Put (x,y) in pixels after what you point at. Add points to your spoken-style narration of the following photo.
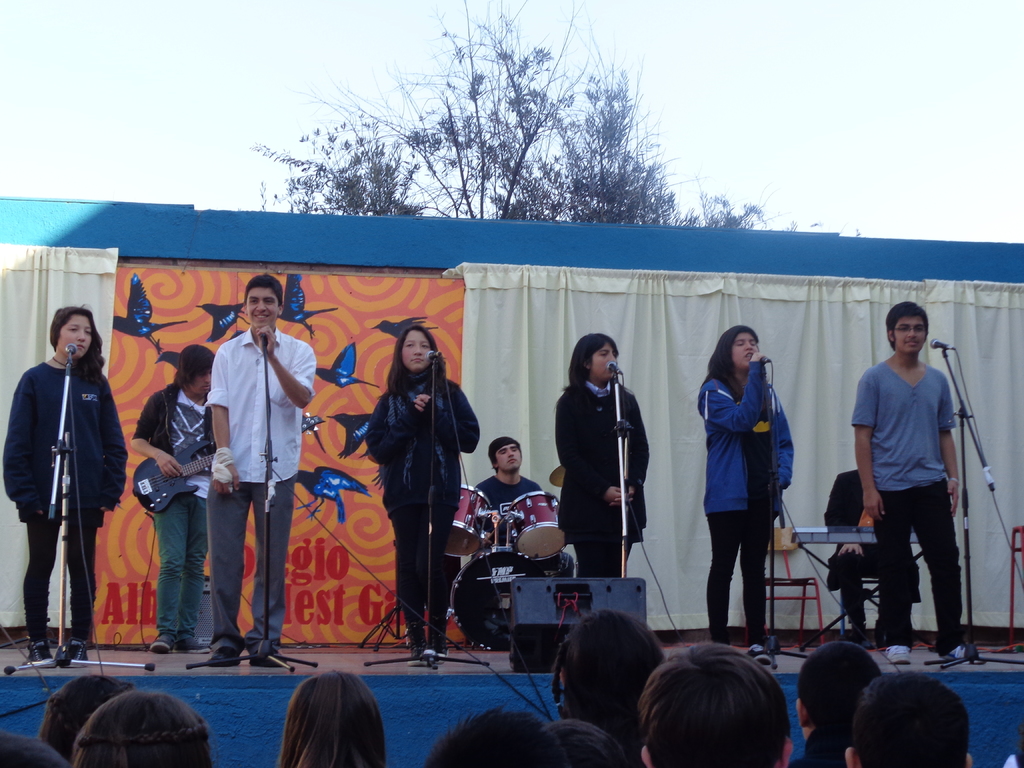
In this image we can see some people (226,527) standing on the stage (41,711) some of them are playing musical instruments (523,508) and some are holding mic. There are a few people (889,712) below the stage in the background (535,133) there is a tree (514,101).
